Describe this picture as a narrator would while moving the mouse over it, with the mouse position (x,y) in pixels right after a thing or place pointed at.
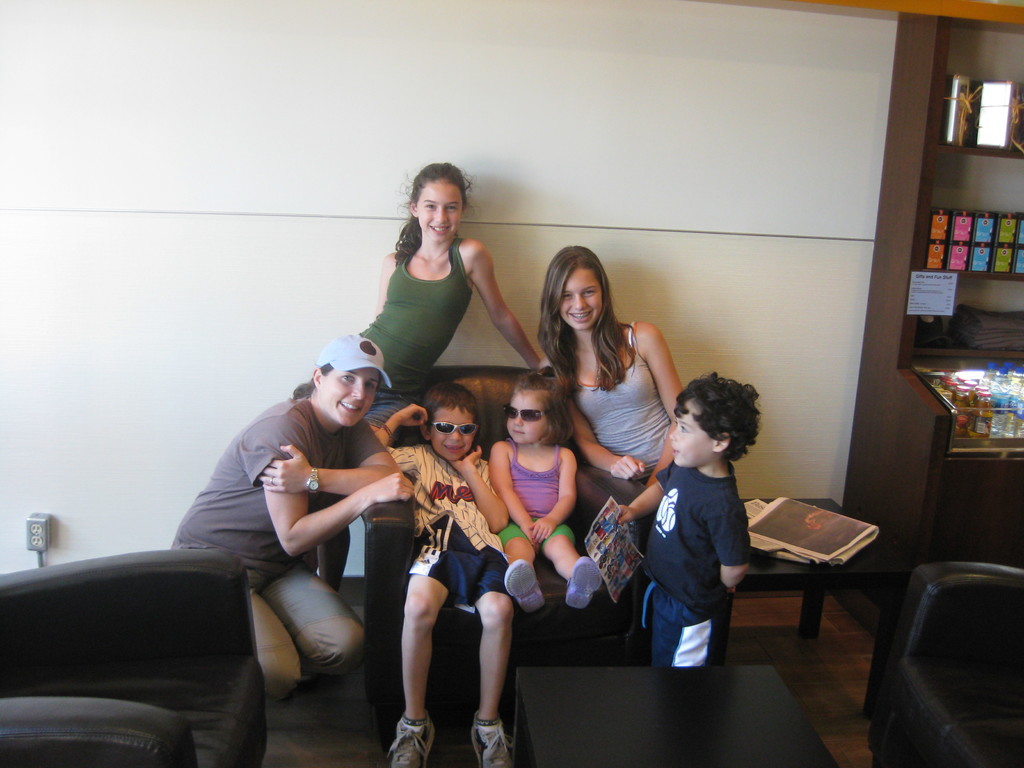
This 2 kids (421,629) are sitting on a black couch (459,617). This persons (304,590) are beside the couch (467,635). On a table (770,581) there is a news papers (829,525). This is a rack (940,144) with a number of things (1022,227). This kid (683,513) is holding a paper (615,541). This woman (354,513) wore cap (356,361).
